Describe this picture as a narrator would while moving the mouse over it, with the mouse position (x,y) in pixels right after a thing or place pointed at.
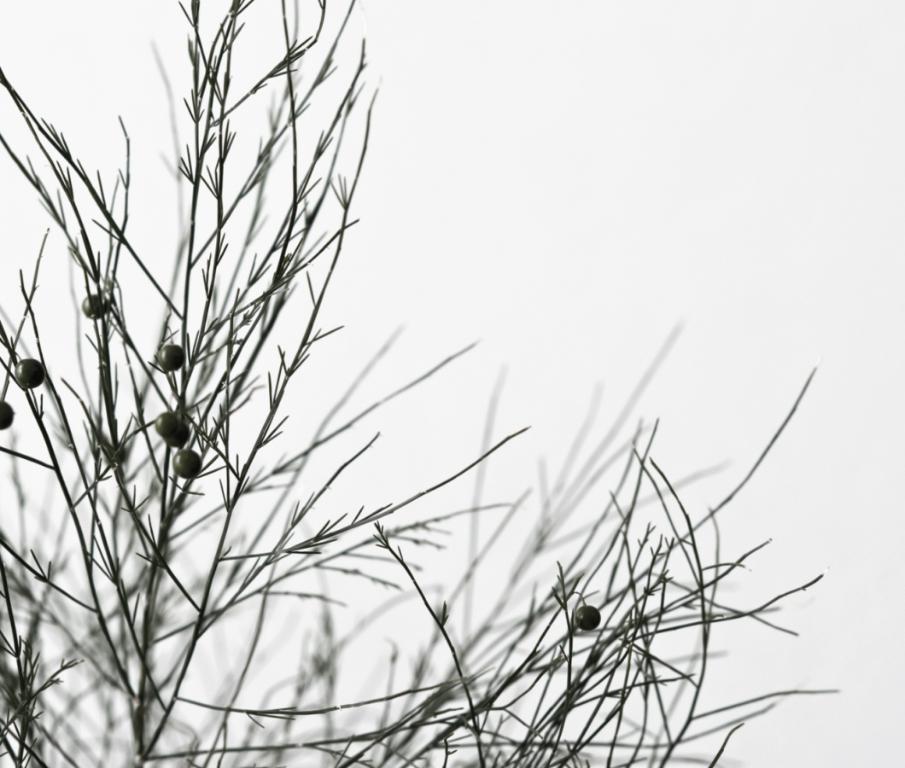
In this image we can see some plants (401,756), which looks like a grass (23,717).
